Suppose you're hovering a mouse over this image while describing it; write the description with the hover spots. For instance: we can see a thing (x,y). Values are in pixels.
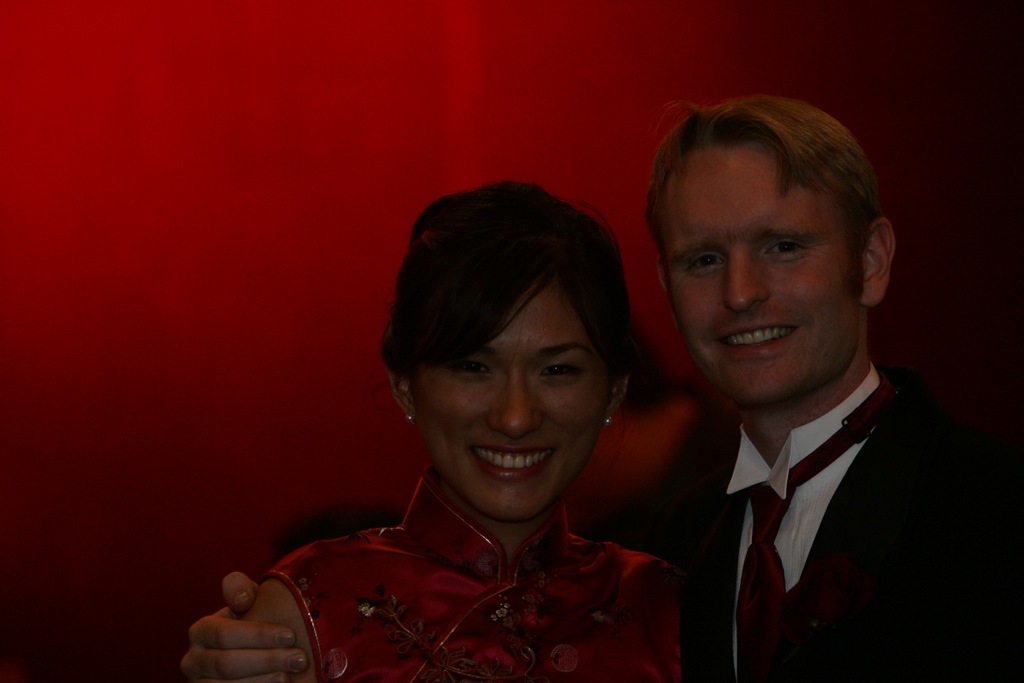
In the foreground of this picture (750,441), there is a couple (596,577) standing and posing to the camera. In the background (439,169), there is a red color wall (376,151).
